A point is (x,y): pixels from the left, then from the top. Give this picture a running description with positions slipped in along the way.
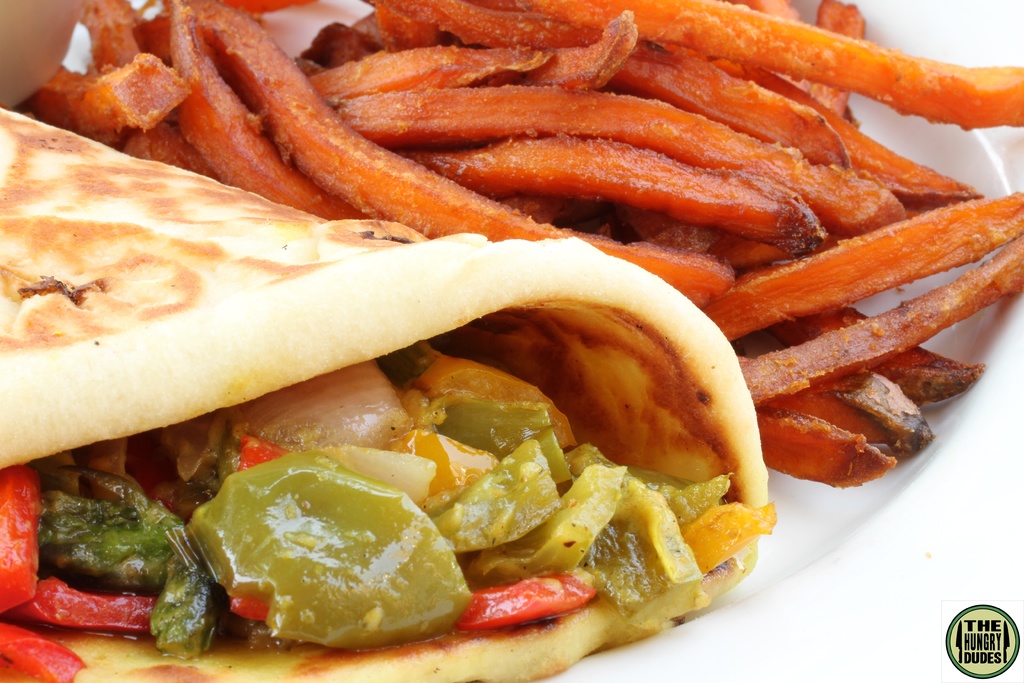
In this image I can see on the left side (57,309) there are food items (391,350). On the right side (767,99) there are french fries (823,139) in a white color plate (760,558), at the bottom (972,665) there is the symbol (981,653) of a plate (989,652).
